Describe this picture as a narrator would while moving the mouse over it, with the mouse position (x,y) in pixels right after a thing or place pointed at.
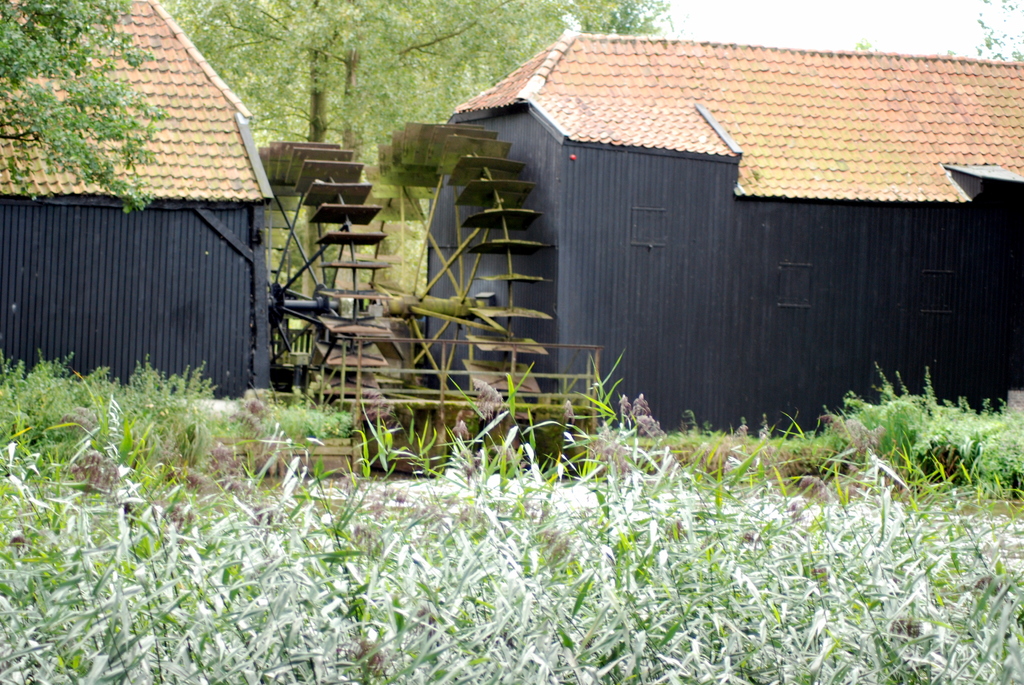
There are some plants (504,588) and grass (607,562) at the bottom of this image (574,559) and there is a machine (415,382) in the middle of this image (361,299), and there is a house (171,251) on the left side of this image (153,300) and right side of this image (706,250) as well. There are some trees (392,62) in the background (316,62).
